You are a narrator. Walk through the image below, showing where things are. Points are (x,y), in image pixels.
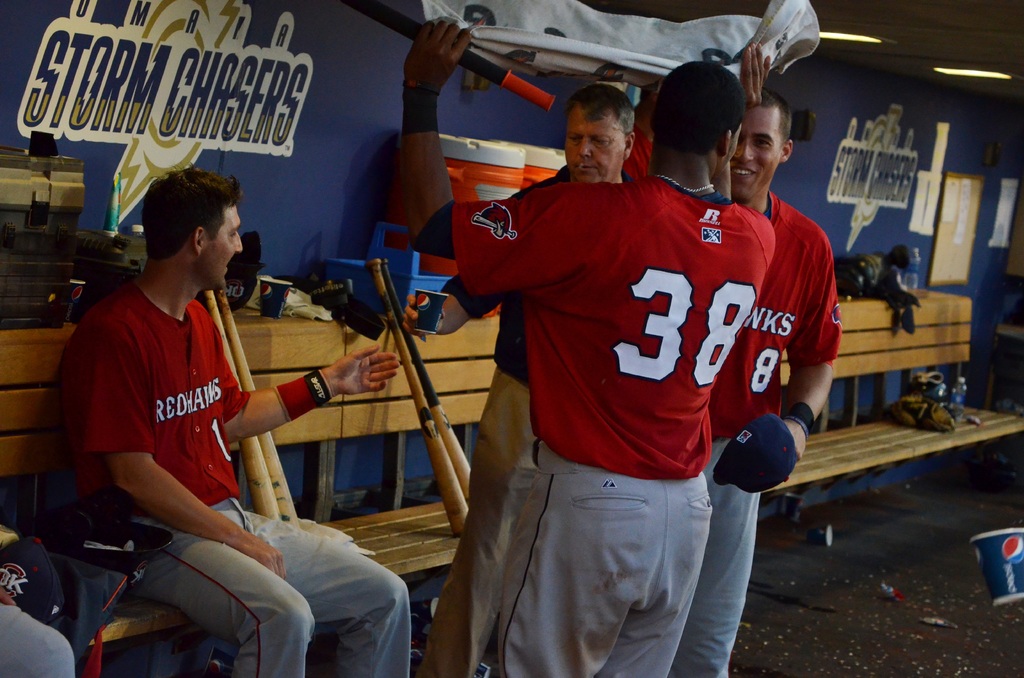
In this image we can see few persons (549,381). Behind the persons (175,207) we can see the benches (865,357) and few objects (305,304) on a table (297,322). In the background (379,219), we can see a wall (101,180). On the wall (891,179) we can see the text (874,178) and posters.
